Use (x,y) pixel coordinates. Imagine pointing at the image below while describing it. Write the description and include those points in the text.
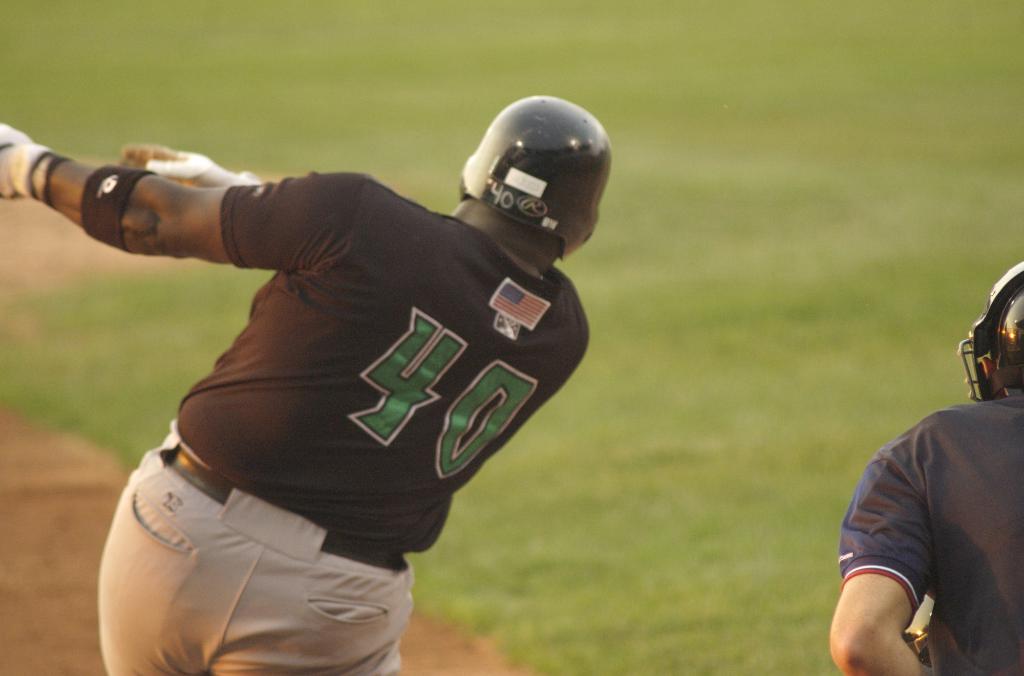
There is a person (379,652) wore gloves (23,163) and helmet (521,124), behind this person (383,326) we can see another person (885,576) and wore helmet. We can see grass (520,441).
